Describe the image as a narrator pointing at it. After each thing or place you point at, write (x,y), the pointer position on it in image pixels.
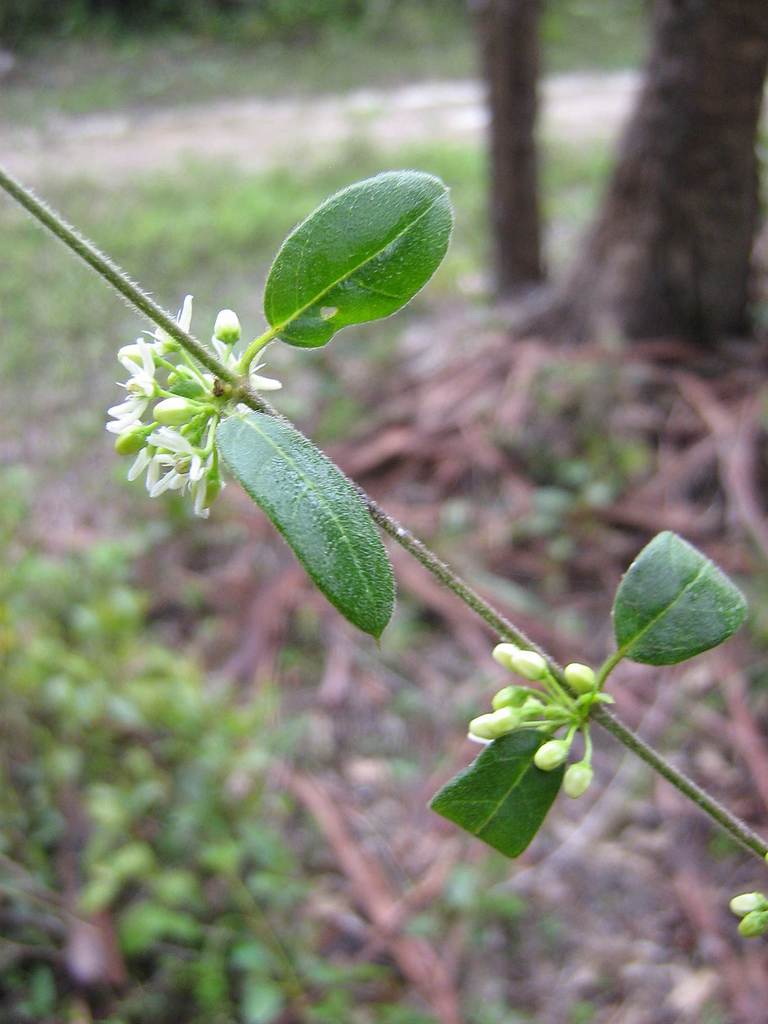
In this image we can see leaves (308,444) and some flowers (128,362) and in the background (112,664) image is blur.
